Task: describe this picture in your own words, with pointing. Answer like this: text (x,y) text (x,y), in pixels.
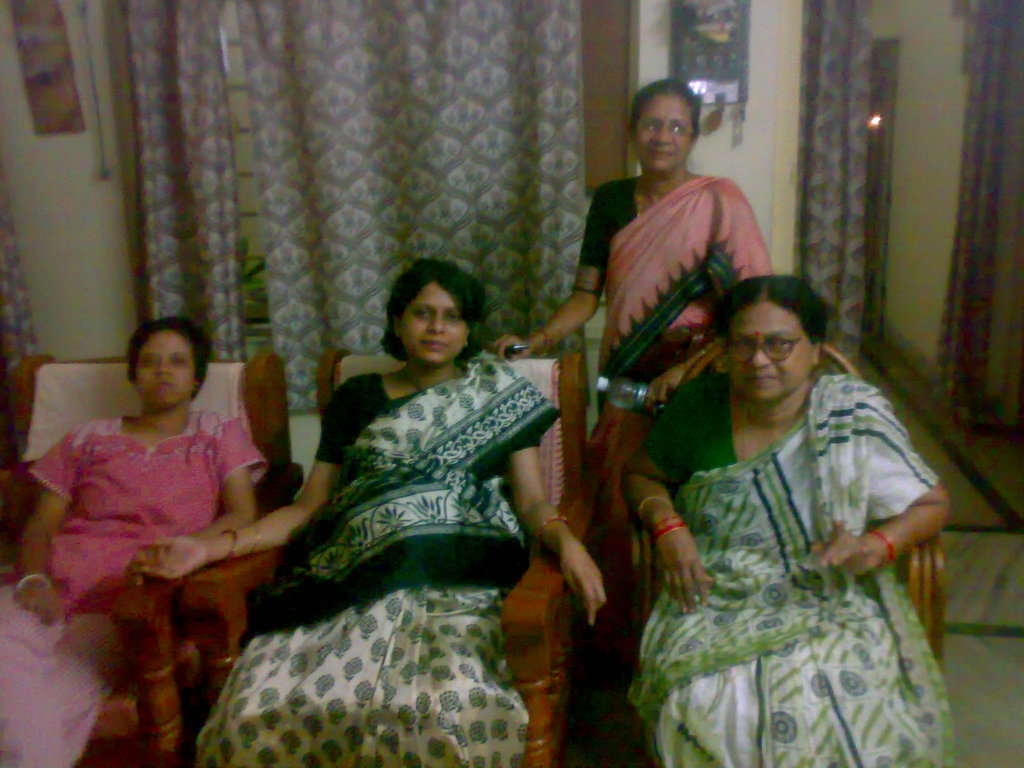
In this image we can see three women (327,517) are sitting on the chairs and a woman (630,442) behind them is holding a bottle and objects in her hands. In the background (311,278) we can see curtains (389,165) and objects (66,83) on the wall (910,59).
